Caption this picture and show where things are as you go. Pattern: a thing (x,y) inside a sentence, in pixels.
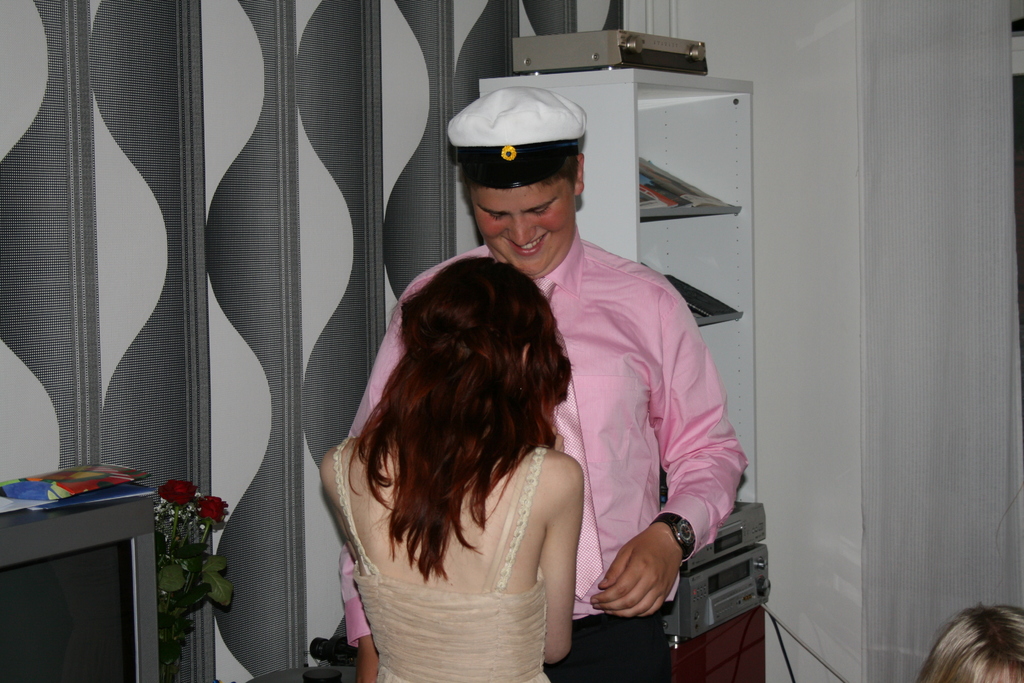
In this image we can see a man (626,450) and a lady (454,443) standing. On the left (141,645) there is a television (82,622) and we can see papers (71,489) placed on the television (124,523). There is a flower bouquet (188,559). In the background (716,288) there is a rack (701,230) and we can see things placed in the rack (660,86). At the bottom (965,654) there is a person (975,641). We can see a wall (842,126) and a curtain (924,157).
